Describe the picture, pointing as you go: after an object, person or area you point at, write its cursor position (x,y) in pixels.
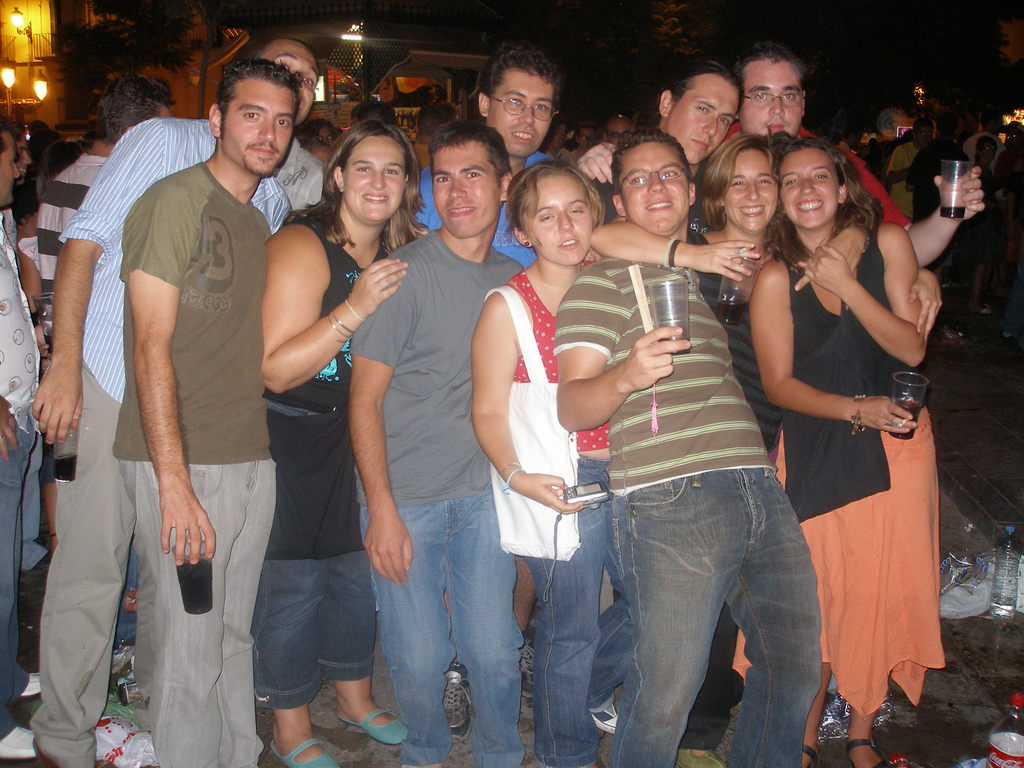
In this picture we can see a group of boys (616,331) and girls (719,188), standing in the front (719,188) smiling and giving a pose to the camera. Behind there is a house (383,74) and dark background (705,8).
